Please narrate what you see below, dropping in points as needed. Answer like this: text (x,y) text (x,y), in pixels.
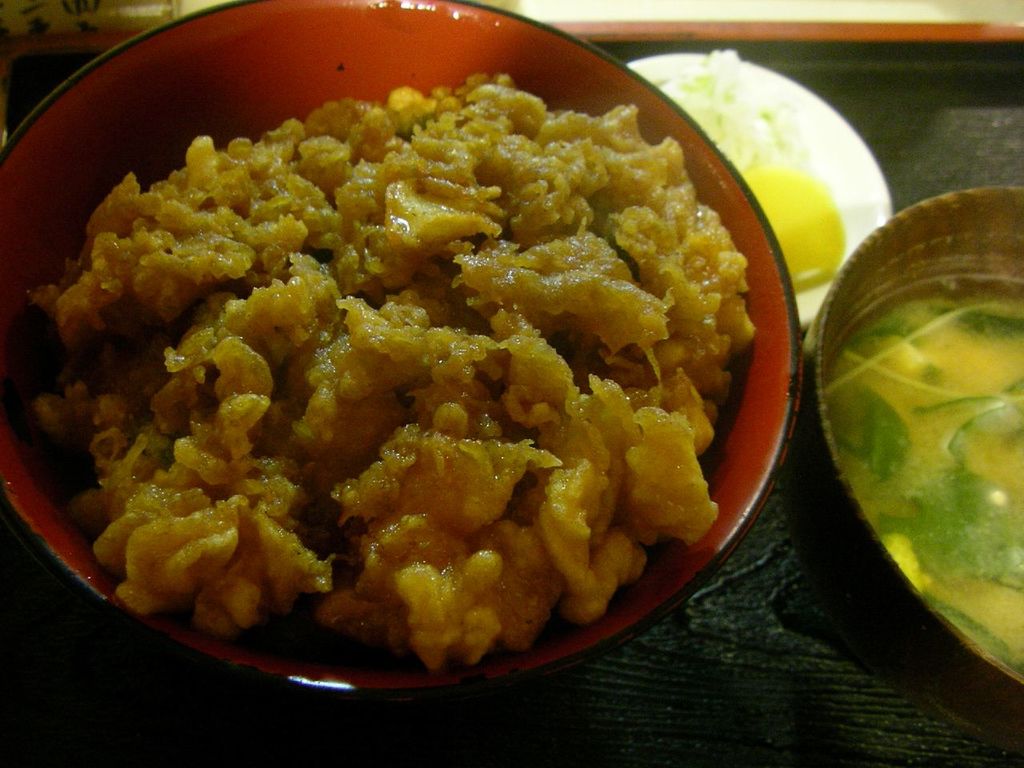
In this image we can see food item (338,374) and soup (1010,448) in the bowls (951,662) on a platform (421,754) and we can also see items (727,134) in a plate (821,135) on the platform (862,80).
